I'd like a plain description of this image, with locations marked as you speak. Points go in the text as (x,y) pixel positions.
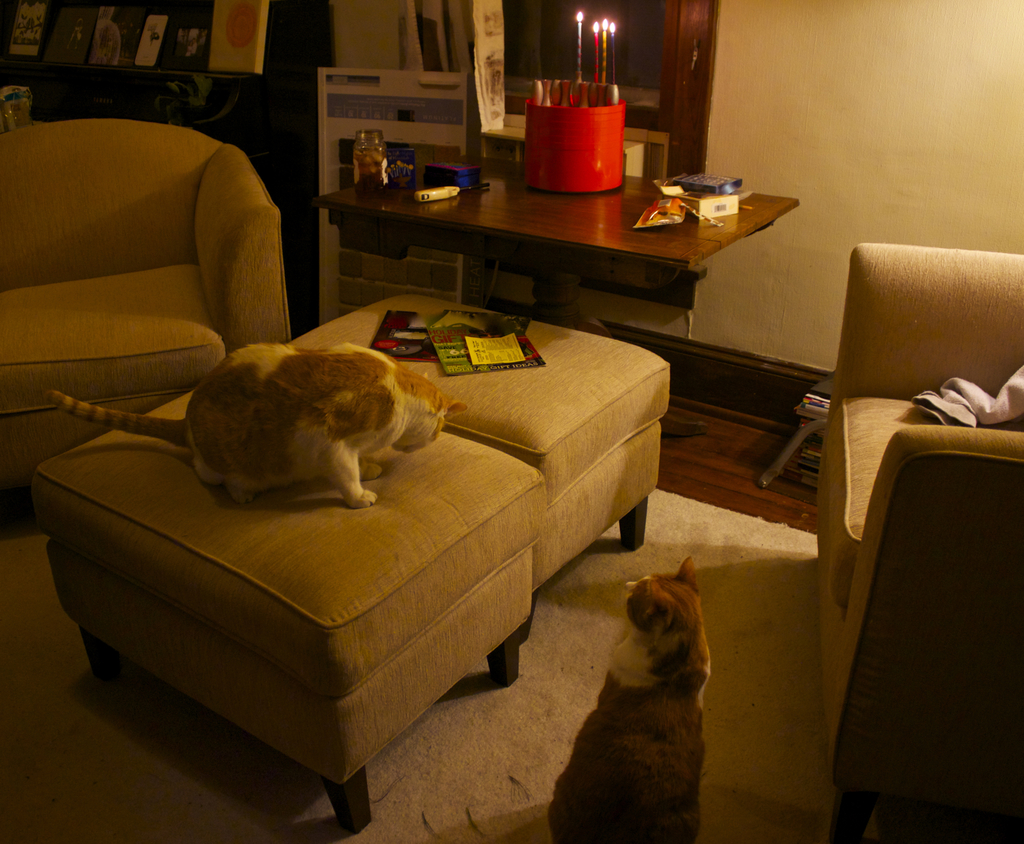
In this image I can see two animals (608,793). One is on the floor (605,647) and one is on the couch (474,395). To the opposite of this there is a table (619,238). And there are many objects (588,189) on the table (614,231). In the rack (176,70) there are some frames (205,56).
